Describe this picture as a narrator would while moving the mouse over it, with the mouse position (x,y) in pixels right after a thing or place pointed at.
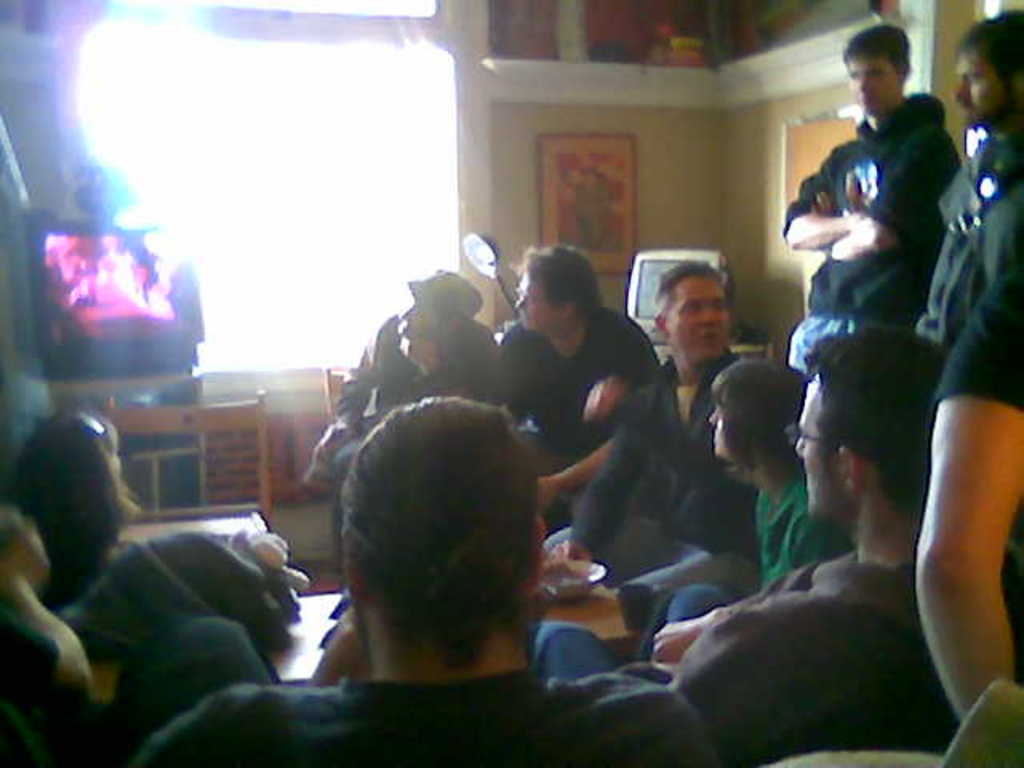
In this picture we can see a few people (238,726) are sitting on the chair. There are some people (970,334) standing on the right side (845,172). We can see a bowl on the table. There is a television (50,217) on the table (165,409). We can see a frame (617,229) on the wall (541,103). Few frames (788,25) are visible on top (519,35).
